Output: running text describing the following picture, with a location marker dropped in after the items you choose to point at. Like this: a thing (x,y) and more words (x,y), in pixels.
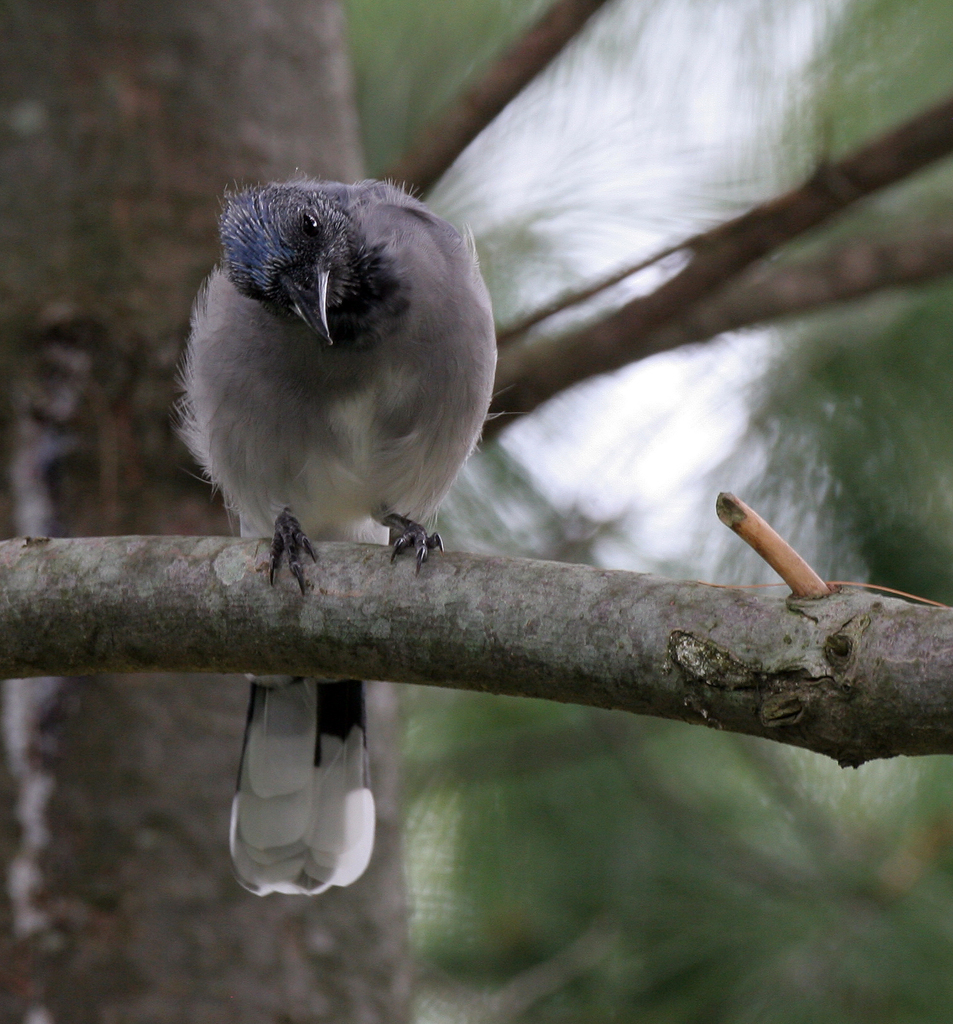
In this picture we can see a bird (301,456) on a branch (267,600). Behind the bird (335,364) there is the blurred background (686,930).
